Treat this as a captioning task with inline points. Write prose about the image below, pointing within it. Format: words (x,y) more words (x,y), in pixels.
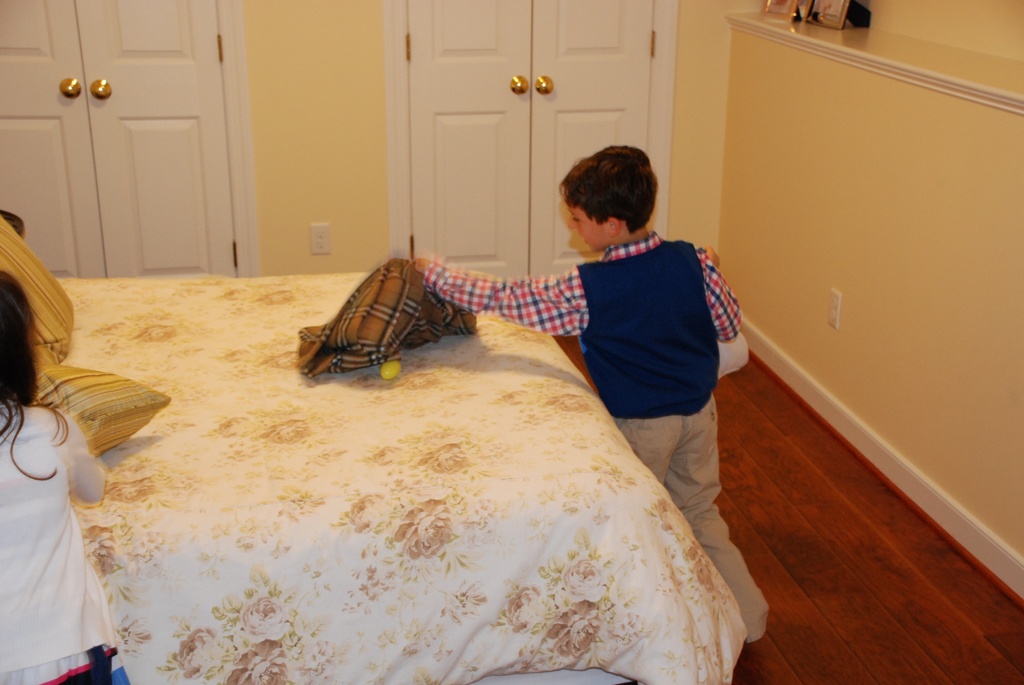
In the image there is a boy (560,308) in checks shirt (500,291) and vest (647,326) walking on wooden floor (764,373), beside him there is bed (105,298) with pillows (10,261) and bed sheet (157,606), there is a person (27,556) visible on the left side (24,373) this is inside a bedroom (130,147), in the back (118,141) there are two doors (550,112) on the wall (684,41), on the right side (943,71) there is shelf (917,57) with some things (828,14) on it.
